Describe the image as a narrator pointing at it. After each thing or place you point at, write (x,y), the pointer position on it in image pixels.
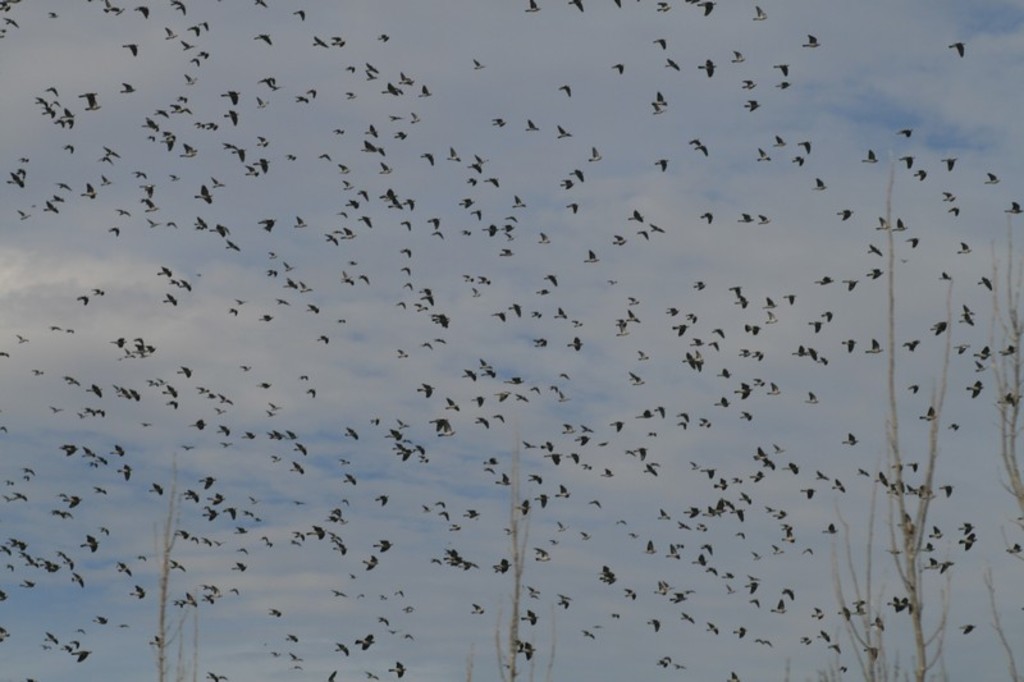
In this image, we can see birds (424,90) flying in the sky (586,248) and we can see trees (868,582).
